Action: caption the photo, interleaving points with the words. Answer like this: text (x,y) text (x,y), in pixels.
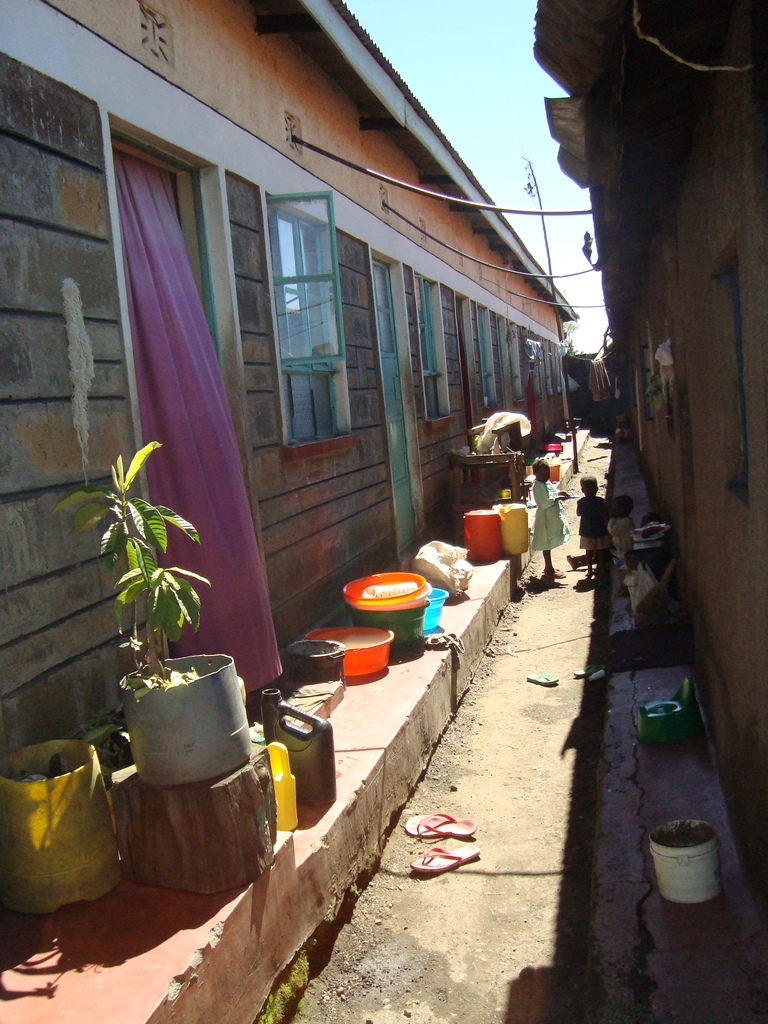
in this image I can see building (706,407) and between the building (42,689) i can see three children (565,513) and there are the buckets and flower pot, sandals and the sky (493,123).
